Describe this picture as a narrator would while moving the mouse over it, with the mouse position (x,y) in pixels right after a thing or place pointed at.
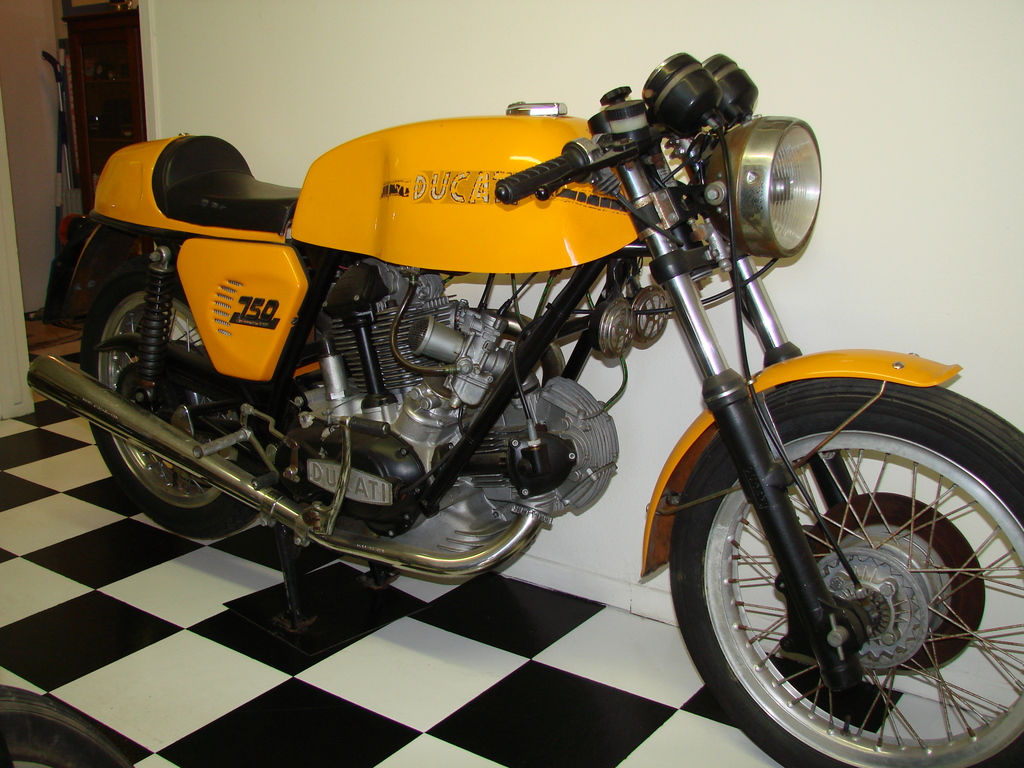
There is a yellow color bike (338,280). On that something is written. In the back (450,48) there is a wall (244,67). And the floor (158,543) is in black and white check. In the back (62,162) there are some items (91,100).
